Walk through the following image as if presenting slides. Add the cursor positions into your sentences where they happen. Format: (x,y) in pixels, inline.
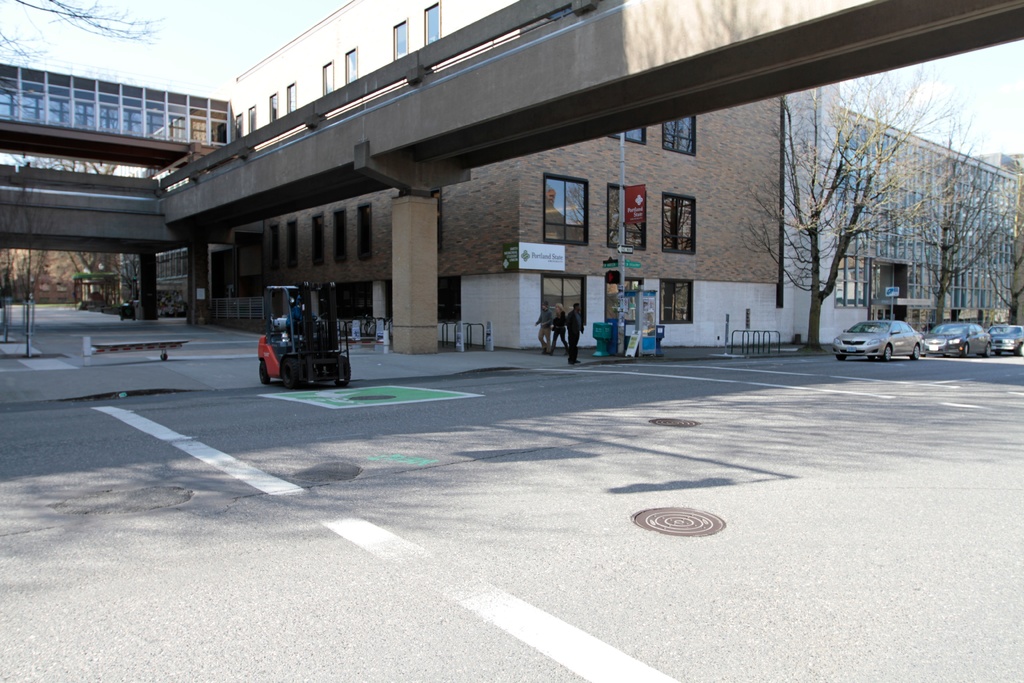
In the image there is a road (377,412) and around the road (743,382) there are buildings (740,272), trees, vehicles (997,341) and few people (556,340).
